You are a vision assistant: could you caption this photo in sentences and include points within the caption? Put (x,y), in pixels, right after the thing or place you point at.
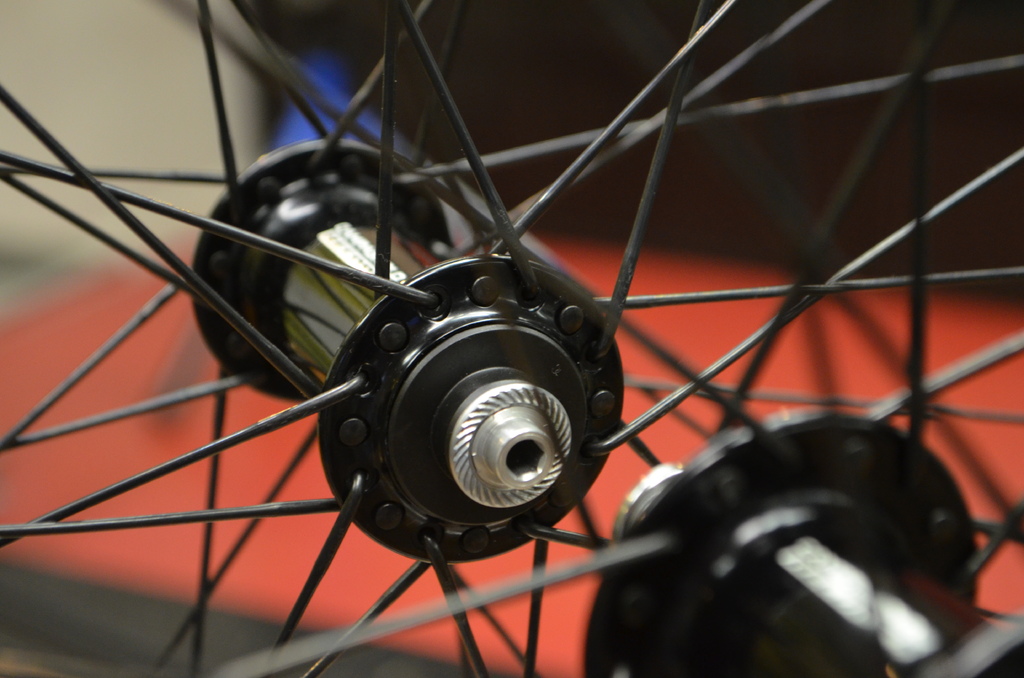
In this image we can two rims (520,442). We can see the red colored and blue colored objects (801,363) behind the rims (741,357).
